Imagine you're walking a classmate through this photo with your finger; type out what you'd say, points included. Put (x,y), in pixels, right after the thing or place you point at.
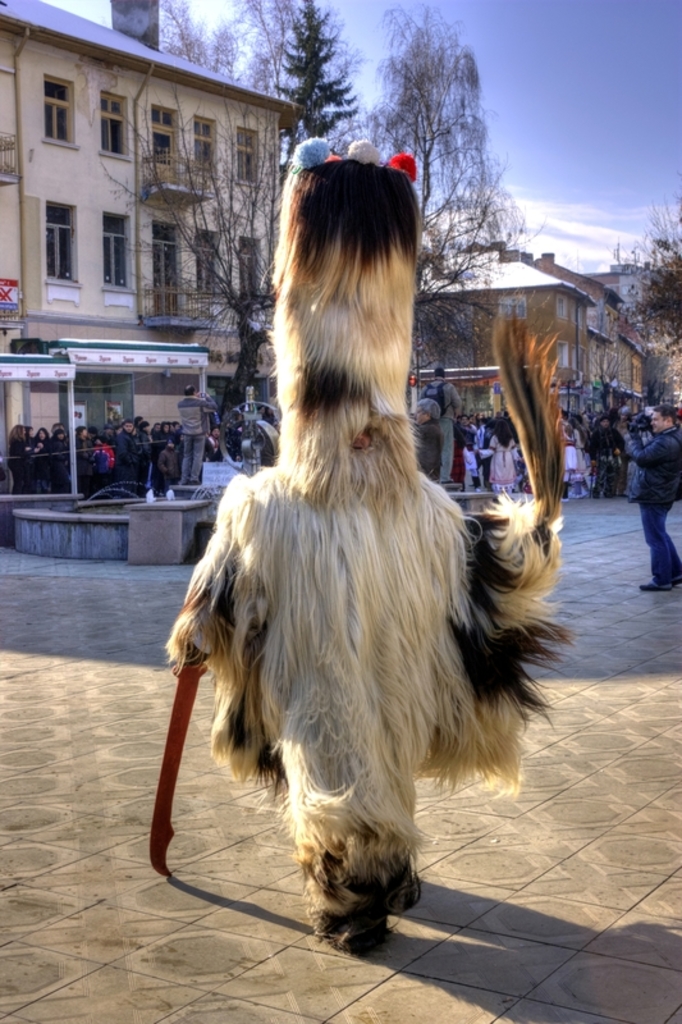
In the center of the image (323,383) we can see person (205,594) with costumes (351,693). In the background (18,184) we can see persons (633,478), trees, buildings (18,184), sky (521,29) and clouds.
